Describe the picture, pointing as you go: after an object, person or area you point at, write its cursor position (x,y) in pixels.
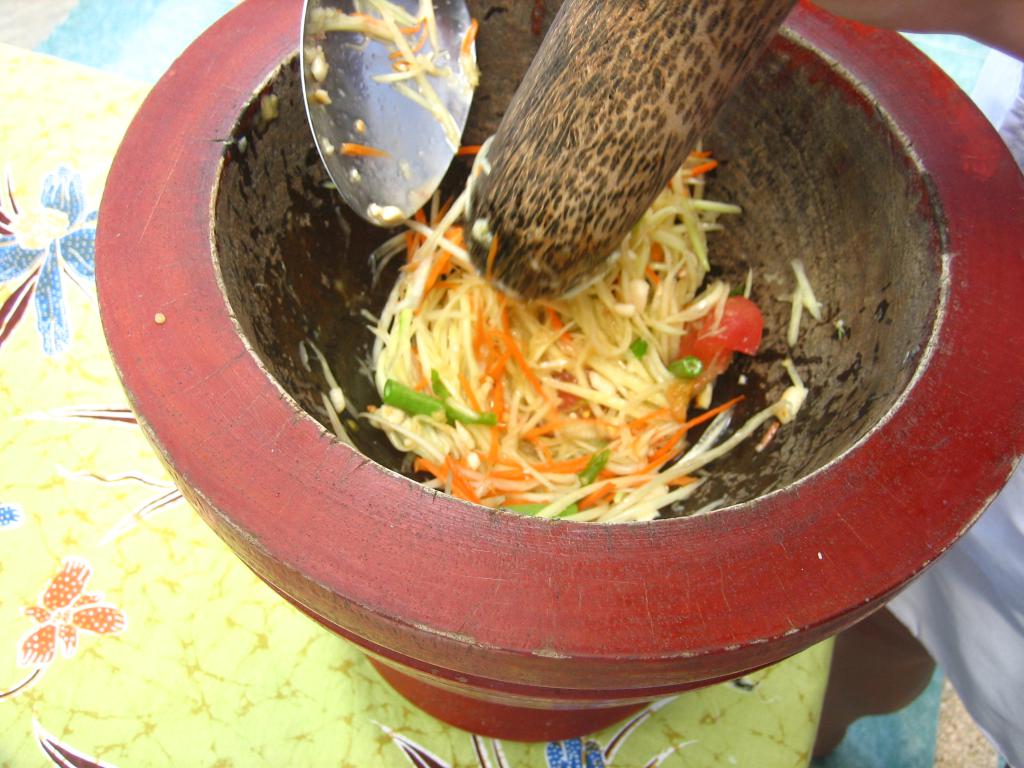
In the image there is salad (676,336) in a bowl (813,558) with a spoon (403,166) and wood rod (591,172) in it, this is on a table (239,758), on the right side (961,590) there is a person (979,6) visible.
